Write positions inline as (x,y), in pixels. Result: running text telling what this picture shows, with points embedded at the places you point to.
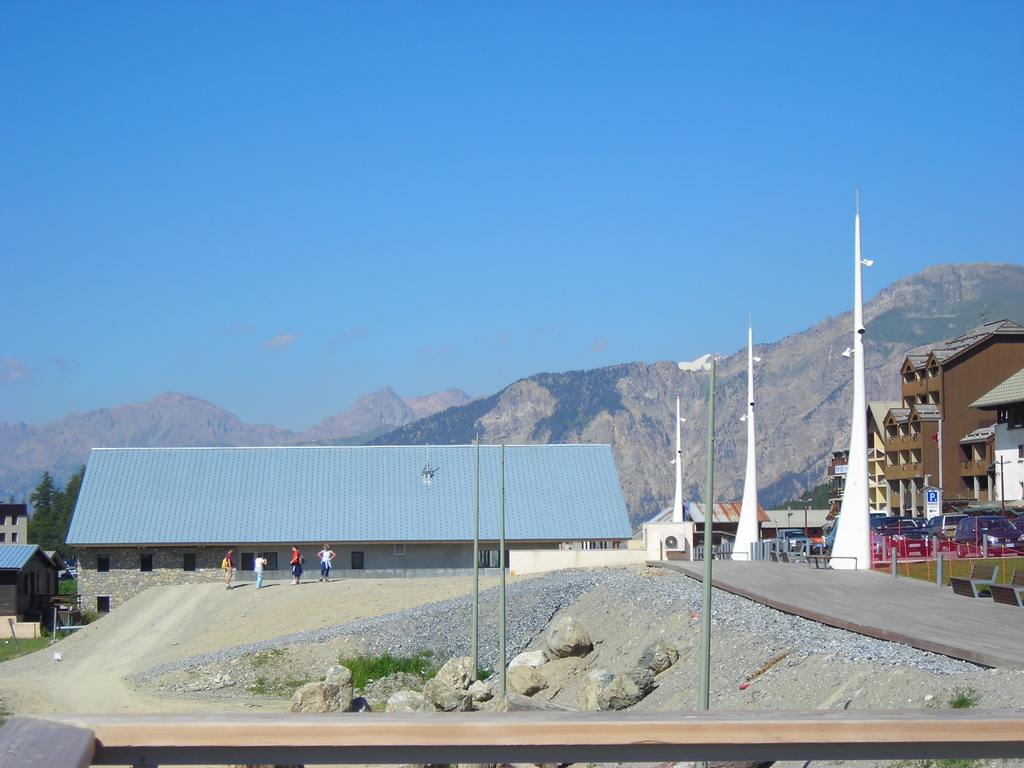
In this image I can see the hill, the sky (399,251), buildings (585,463) and there are few persons (324,557), road (924,606), poles (1001,483), vehicles (882,528), some trees (47,528), some stones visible in the middle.
